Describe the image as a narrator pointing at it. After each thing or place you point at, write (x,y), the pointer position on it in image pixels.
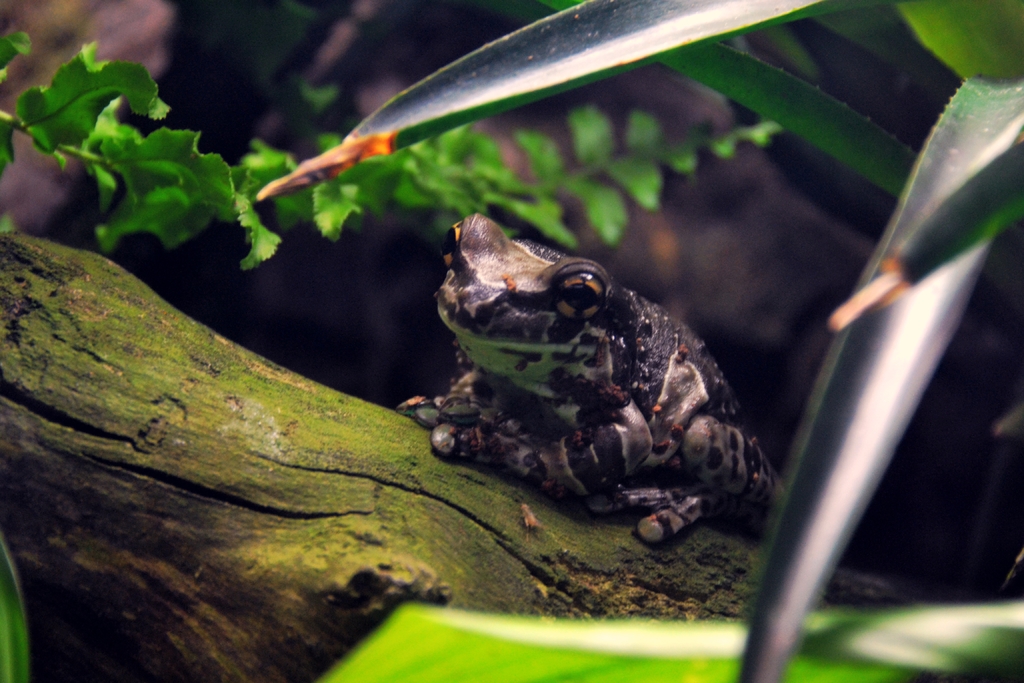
In this picture I can see there is a frog (629,367) sitting on the tree trunk (291,500) and there are leaves (736,623).
